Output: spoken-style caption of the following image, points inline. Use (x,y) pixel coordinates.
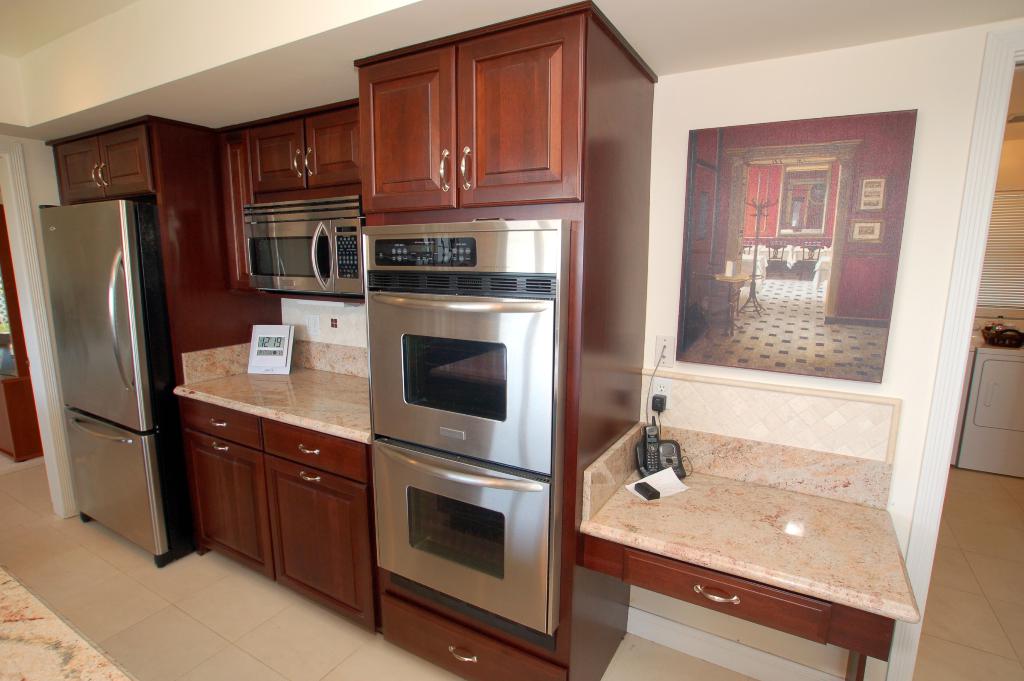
In this image we can see a refrigerator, the cupboards (376,205) and an oven (389,277). We can also see a switchboard (668,406) and a photo frame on a wall (646,422). We can also see a digital clock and some devices (649,450) placed on the counter top (715,538). On the right side of the image (999,219) we can see the window blind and a basket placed on a machine (1000,431).
